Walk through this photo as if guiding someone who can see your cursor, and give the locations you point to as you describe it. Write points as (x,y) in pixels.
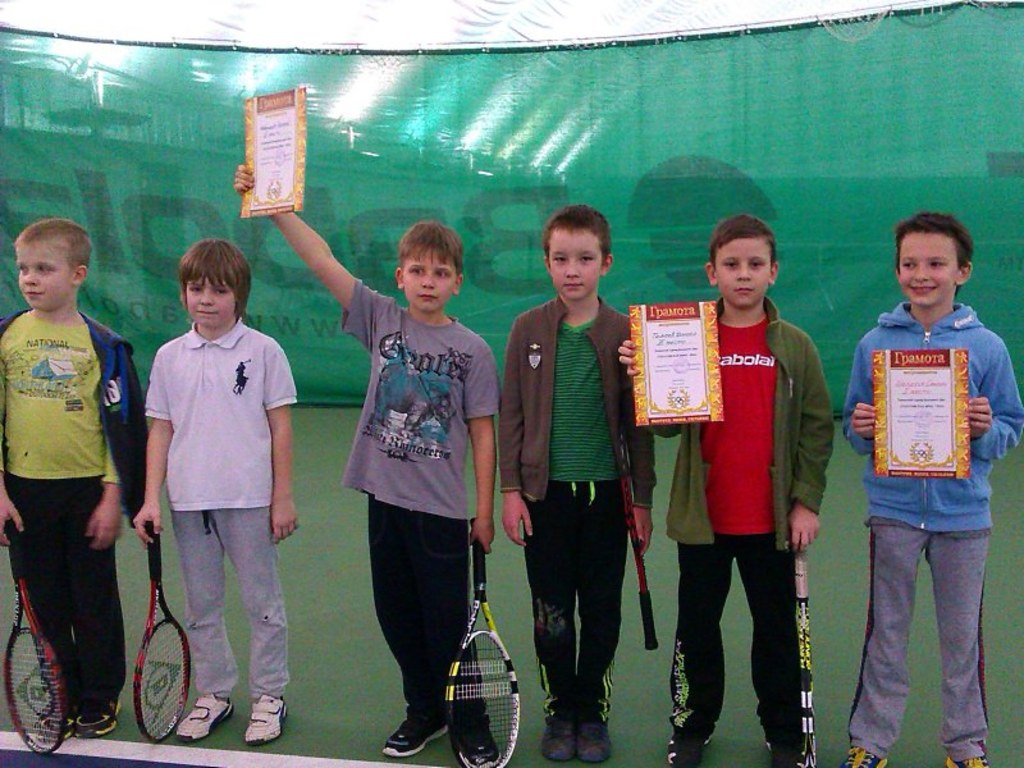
In this image there are six boys (33,388) standing. They are holding tennis rackets (473,649) in their hands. The boy (433,711) in the center (374,415) is holding a certificate (260,189) in his hand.
